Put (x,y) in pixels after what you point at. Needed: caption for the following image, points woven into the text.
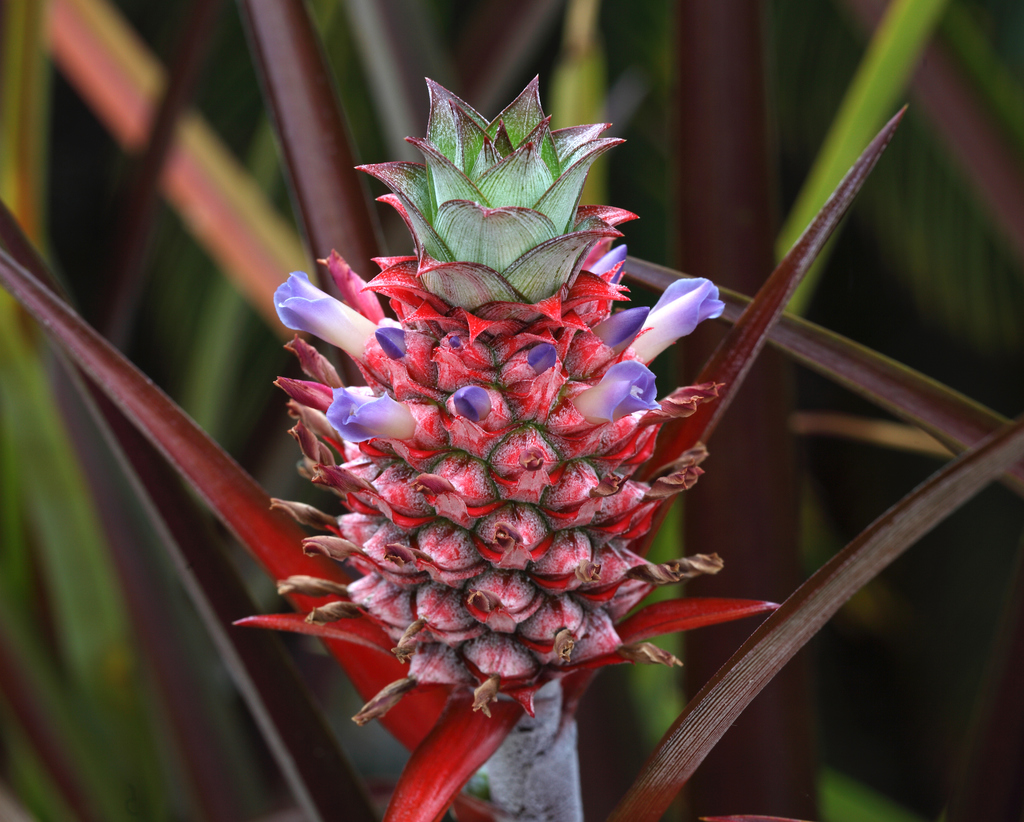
In this image we can see a bunch of flowers (517,432) and some leaves (229,606).
